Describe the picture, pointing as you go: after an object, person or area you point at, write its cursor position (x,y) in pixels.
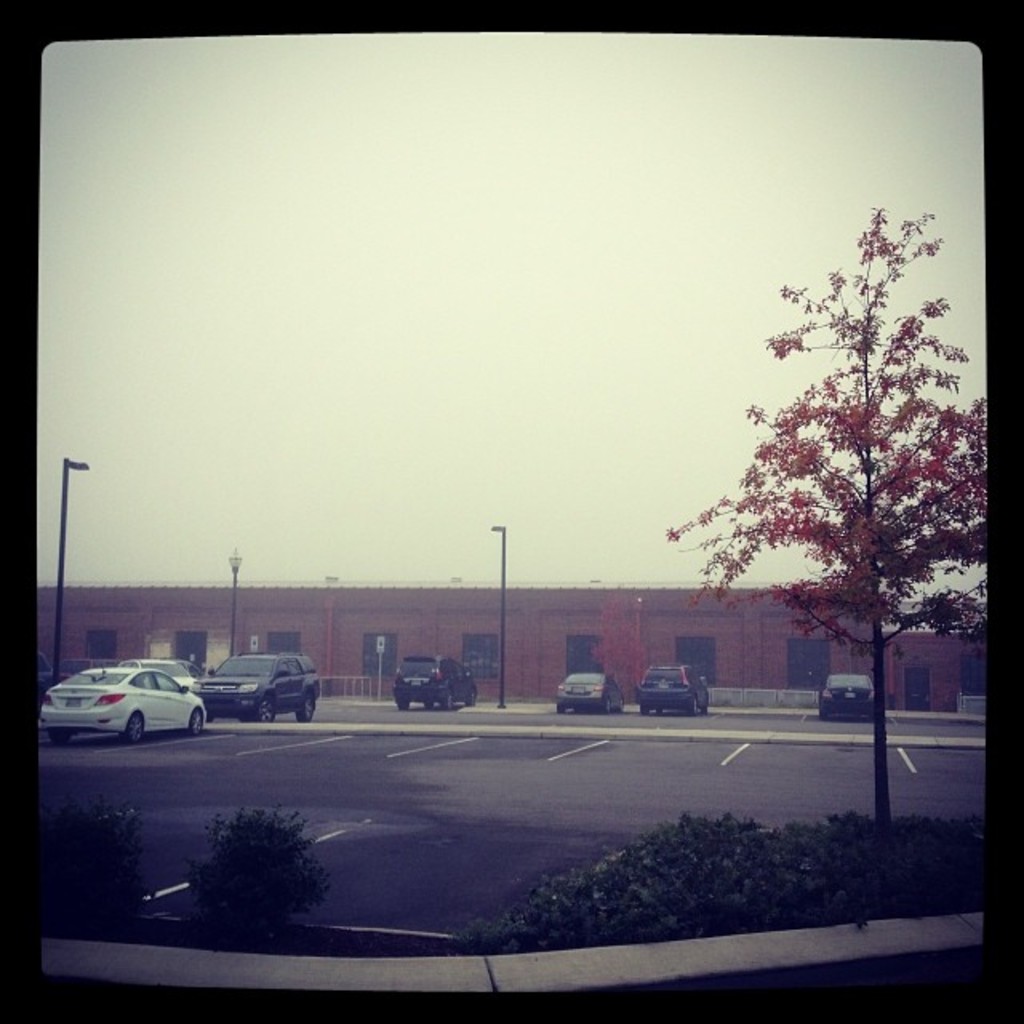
In this image, we can see the ground (675,949) with some plants (622,860) and a tree (932,339). There are a few vehicles (851,708) and poles (231,643) with lights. We can see a building (383,680). We can see the sky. We can see some boards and an object (977,707) on the right (763,698).
